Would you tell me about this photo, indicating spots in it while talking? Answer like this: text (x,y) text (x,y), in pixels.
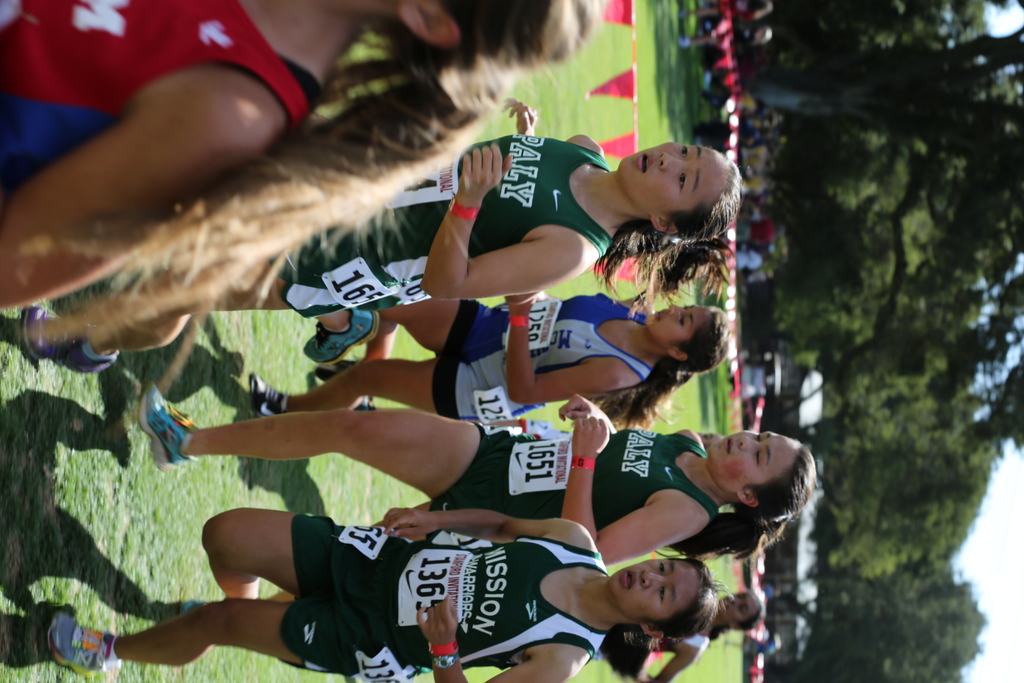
In the middle of the image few people (542,654) are running. On the right side of the image (777,237) we can see some trees (934,119) and house (810,402) and few people (763,125) are standing and watching and there are some vehicles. In the bottom right corner of the image (992,527) there is sky (1012,462).
